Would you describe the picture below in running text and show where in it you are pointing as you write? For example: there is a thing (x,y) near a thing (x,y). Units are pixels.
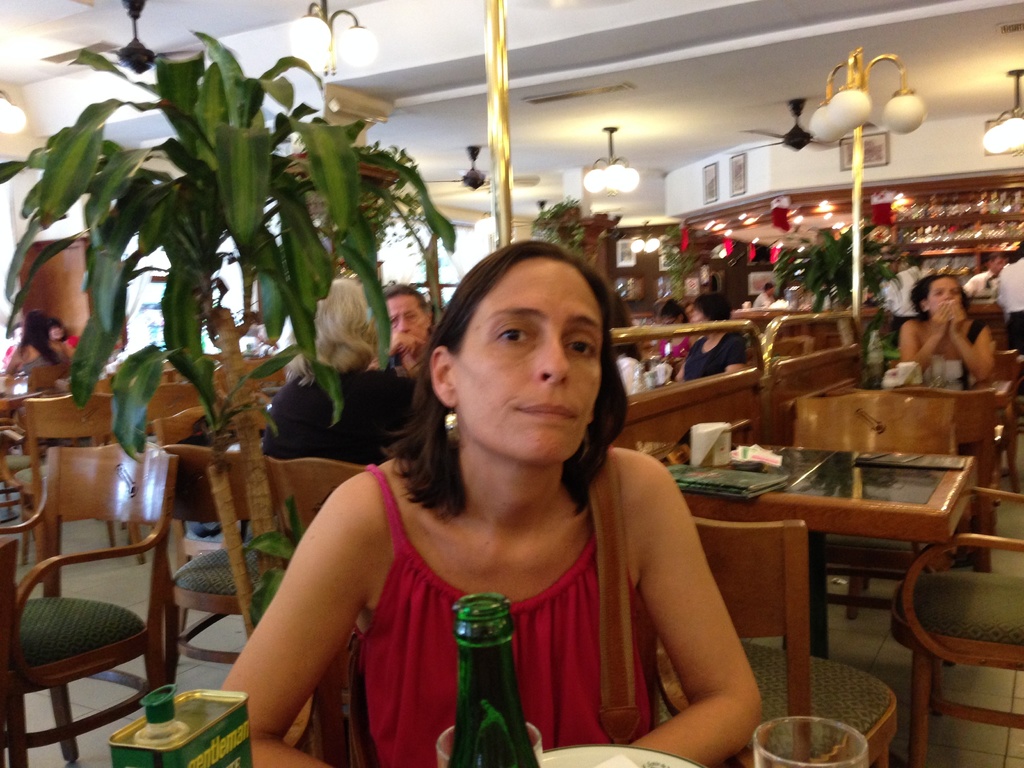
As we can see in the image there is a wall (581,174), fan (518,181), lights (607,179), few people (738,747) sitting on chairs (291,487) and there are tables (900,473) and on the left side (210,199) there is a plant (187,91). On table (744,758) there is a bottle (497,702), glass (794,765) and tissues (705,462).
